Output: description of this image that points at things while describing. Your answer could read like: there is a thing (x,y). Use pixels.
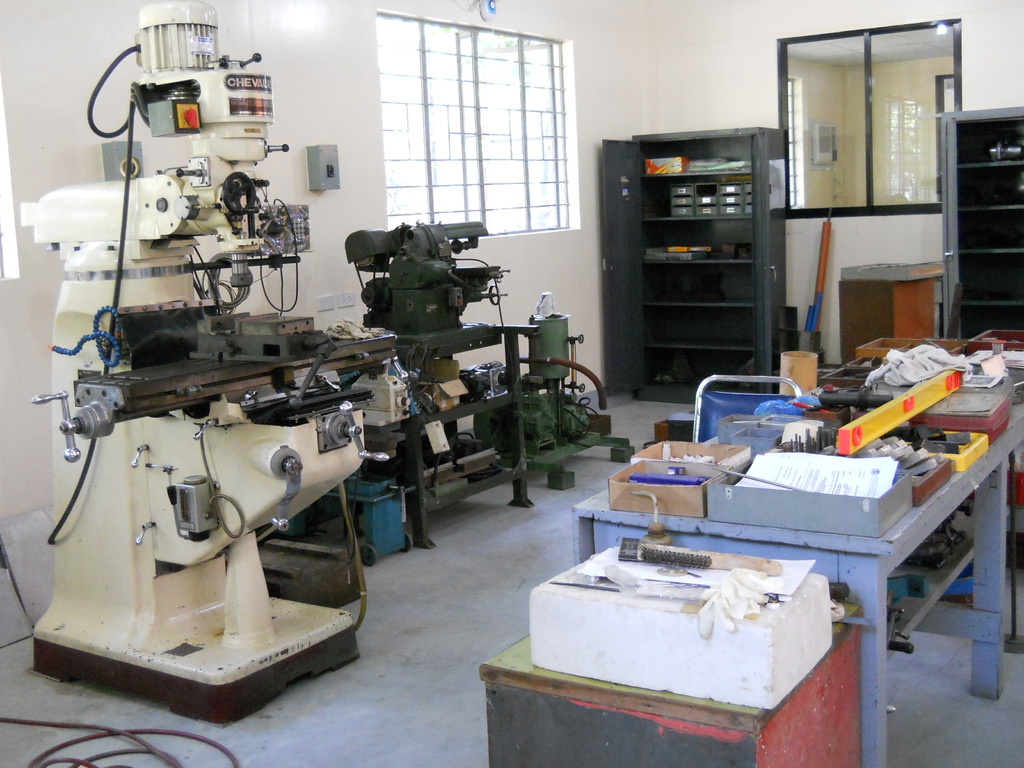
In the picture we can see inside the house (470,659) with a table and some trays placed on it with some papers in it and beside it we can see another table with a white color box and some bolt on it and to the opposite side we can see some machines (118,623) are placed near the wall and in the background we can see a window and beside it we can see a racks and beside it we can see a glass window (908,107) from it we can see another room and beside it also we can see some racks (983,250) and table (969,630) beside it.
